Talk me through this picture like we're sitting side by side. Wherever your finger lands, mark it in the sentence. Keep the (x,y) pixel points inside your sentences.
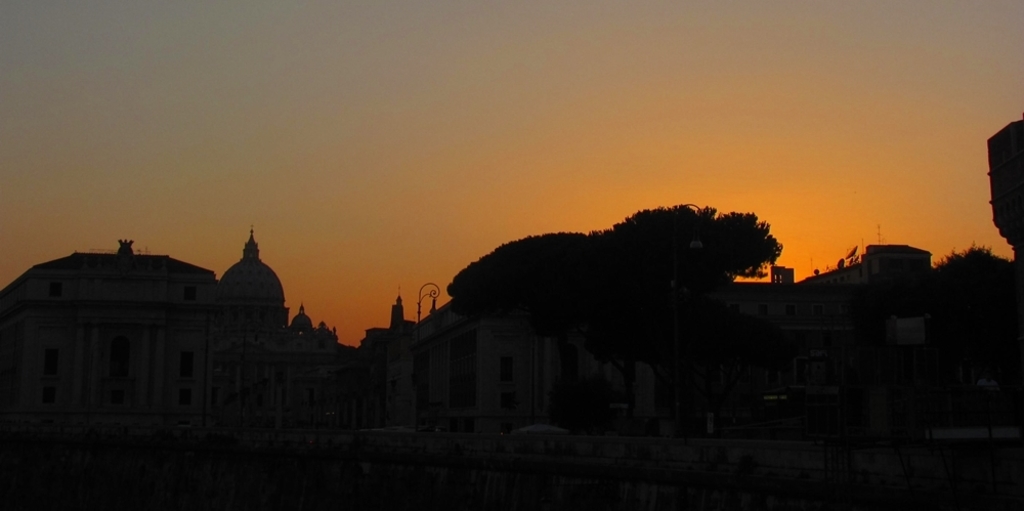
This image is taken outdoors. At the top of the image (274,144) there is the sky (749,140). In the middle of the image (521,337) there are a few buildings (511,390) with walls (482,362), windows (474,373), doors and roofs (257,287). There are a few trees (667,323).
